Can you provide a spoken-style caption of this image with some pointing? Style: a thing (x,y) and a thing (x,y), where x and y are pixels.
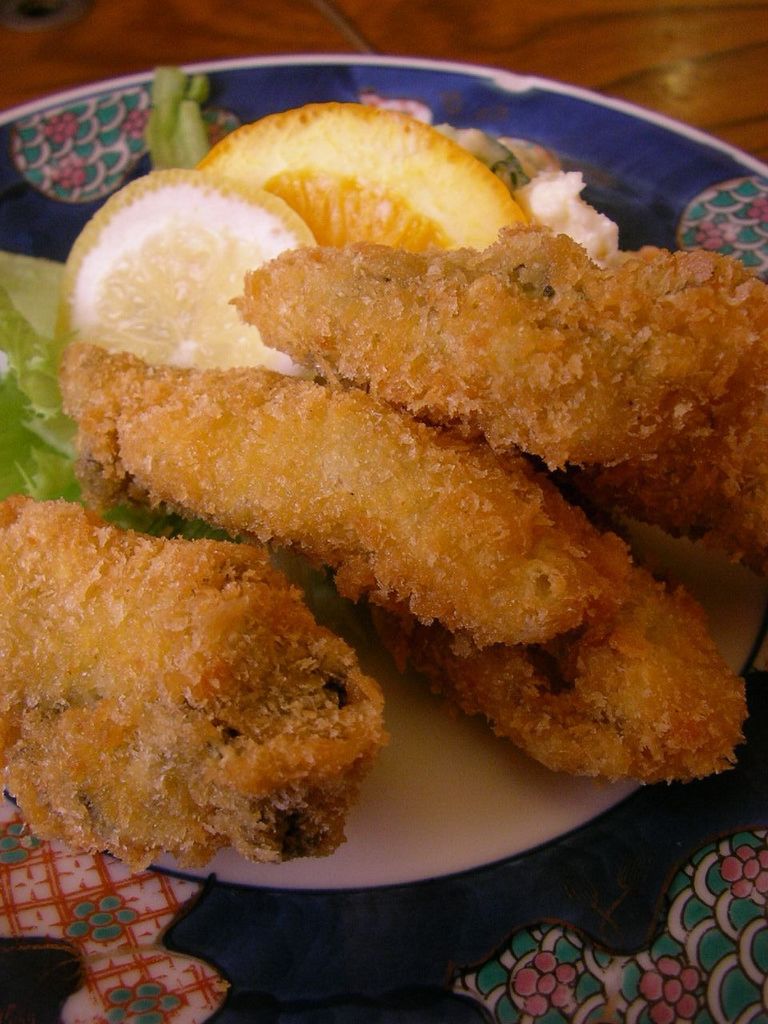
In this image we can see a plate (340,898) containing food (464,670) placed on the table (436,15).
